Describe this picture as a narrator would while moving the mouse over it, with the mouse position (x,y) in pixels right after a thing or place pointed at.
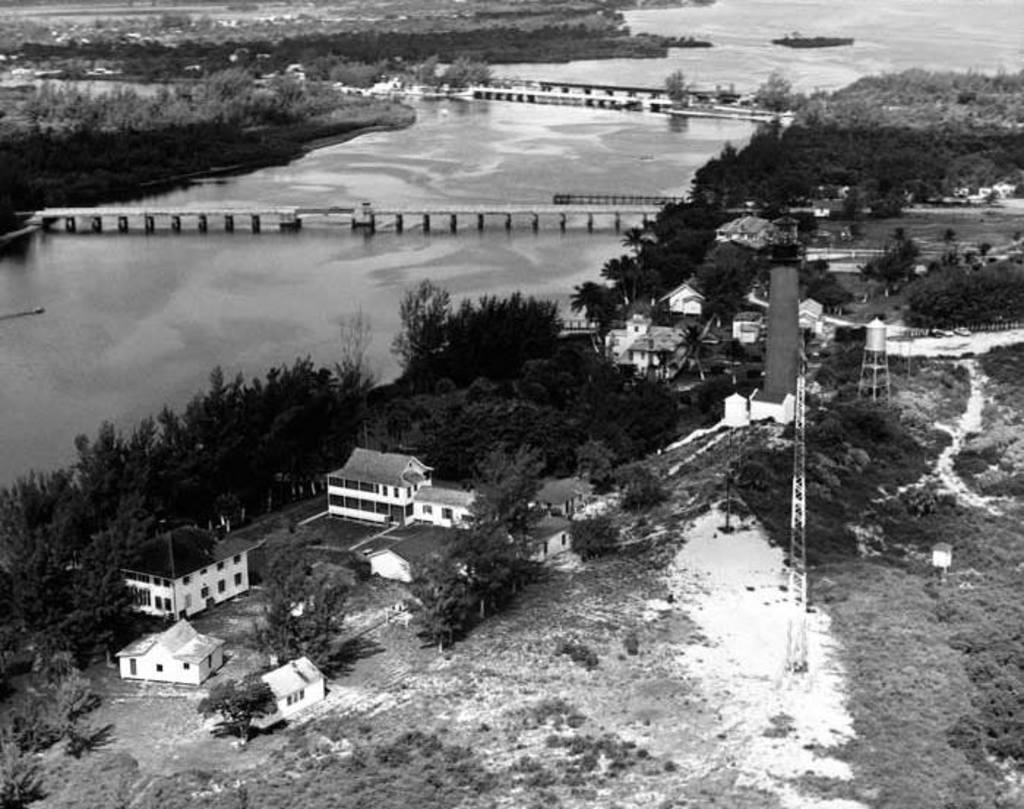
In this image at the bottom (319,589) there are some trees (489,451) houses (283,700), towers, poles (793,482) and sand (747,732). On the left side (295,322) there is a river (393,177) and some bridges (566,96), on the top of the image (277,63) there are some trees (410,70) and grass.
